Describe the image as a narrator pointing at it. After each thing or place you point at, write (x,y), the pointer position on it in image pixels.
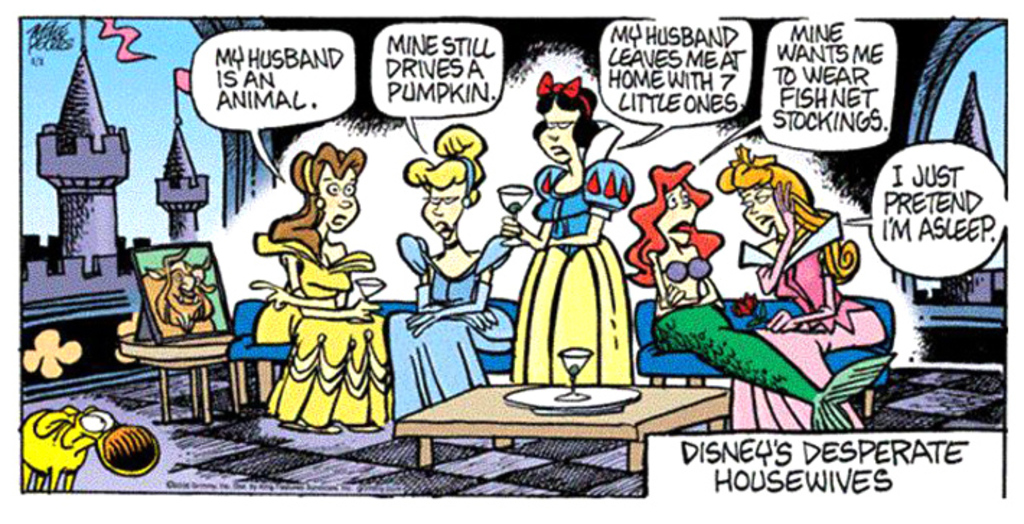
This image is an animated image in which there are persons (457,262) sitting and there are texts (718,75) and there is a building (96,219) and there is a table (471,414) and on the table (636,412) there is a glass (576,376).
